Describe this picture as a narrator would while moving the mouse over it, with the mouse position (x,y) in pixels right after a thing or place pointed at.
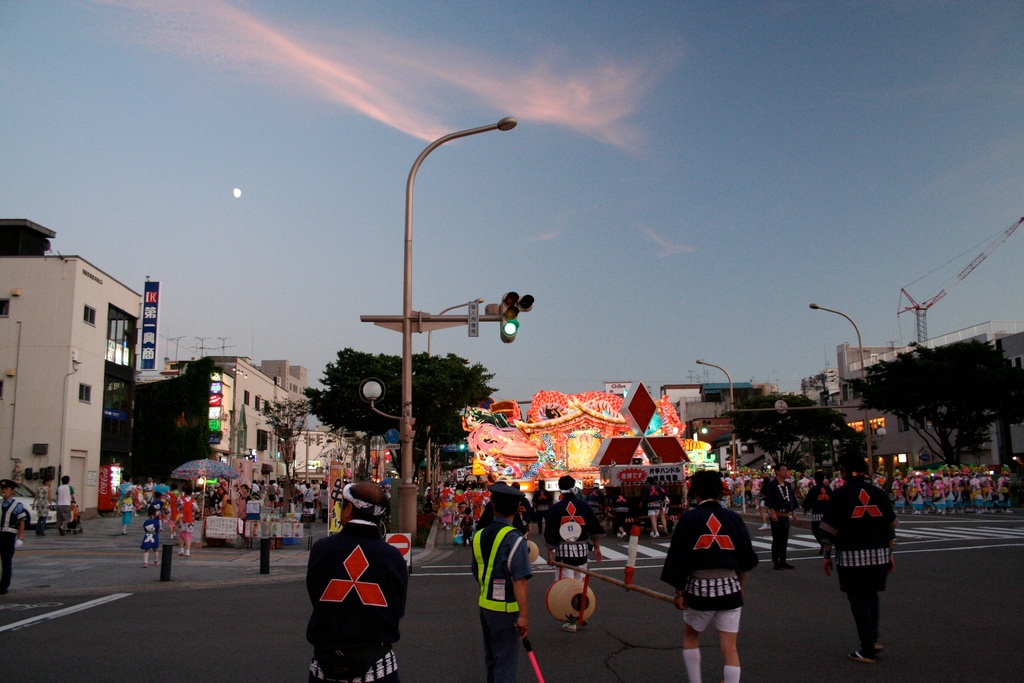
In the center of the image (537,404) we can see the stage (593,475), logo (628,444), boards (630,471), decor (515,437), lights (562,441). In the background of the image (187,492) we can see the buildings (111,433), trees (993,366), poles (434,321), lights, traffic lights (513,323), windows (120,345), crane (925,332), tent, refrigerator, vehicle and a group of people (505,539) are standing. At the bottom of the image (534,588) we can see the road (970,615). At the top of the image (468,162) we can see the clouds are present in the sky (381,132) and moon (236,194).
